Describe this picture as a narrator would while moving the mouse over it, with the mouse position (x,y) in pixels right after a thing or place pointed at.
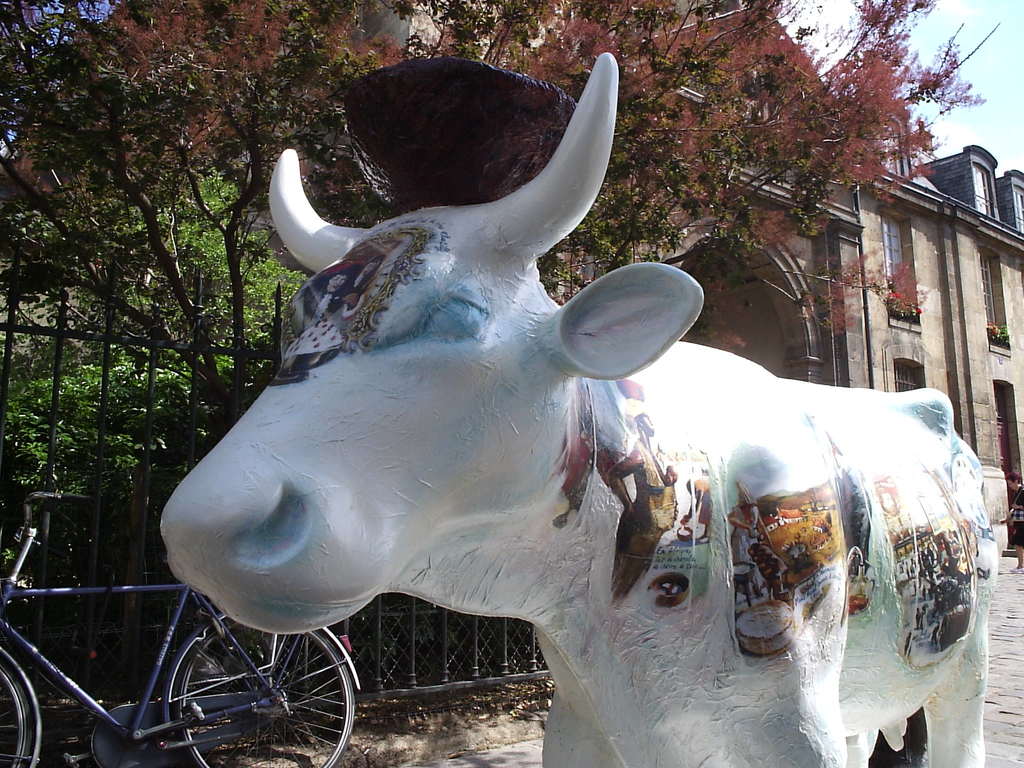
In this image there is a sculpture of a bull (653,515), a bicycle (195,663) beside the fence (55,546), few trees (248,56), a building (819,269), a person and the sky (982,75).
